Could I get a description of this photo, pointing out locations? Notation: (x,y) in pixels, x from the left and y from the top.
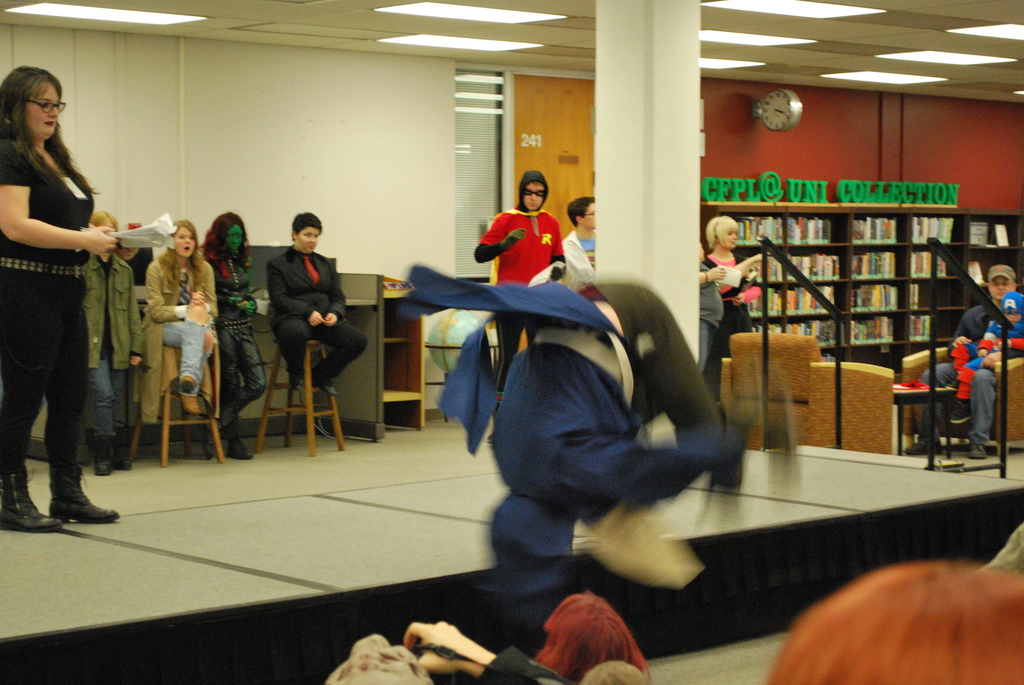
In this picture, it seems like a person (640,440) doing a stunt and some objects (605,615) in the foreground area of the image (533,425), there is a lady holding a paper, some people (160,306) sitting and standing, there are bookshelves (776,219), clock (794,93), lamps (863,77), door (530,113), pillar (636,155) and sofas (794,388) in the background (865,402).
